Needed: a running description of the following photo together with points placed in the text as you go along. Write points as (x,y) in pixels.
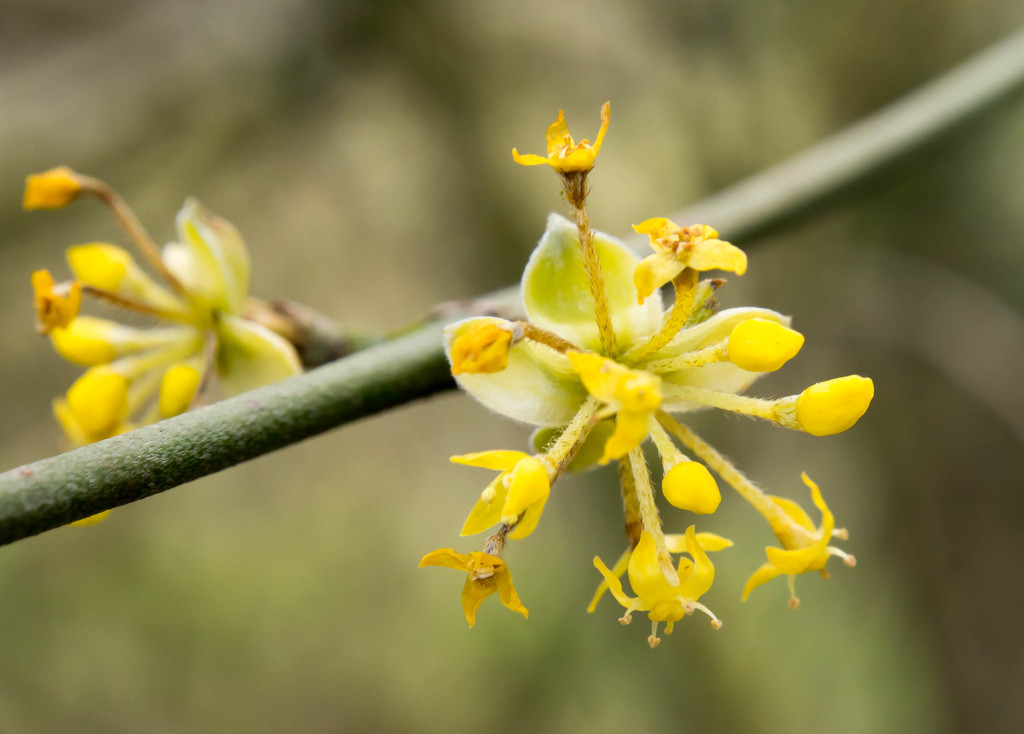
In this picture we can see the flowers (294,352) are present to the stem (301,401). In the background (374,603) the image is blur.
